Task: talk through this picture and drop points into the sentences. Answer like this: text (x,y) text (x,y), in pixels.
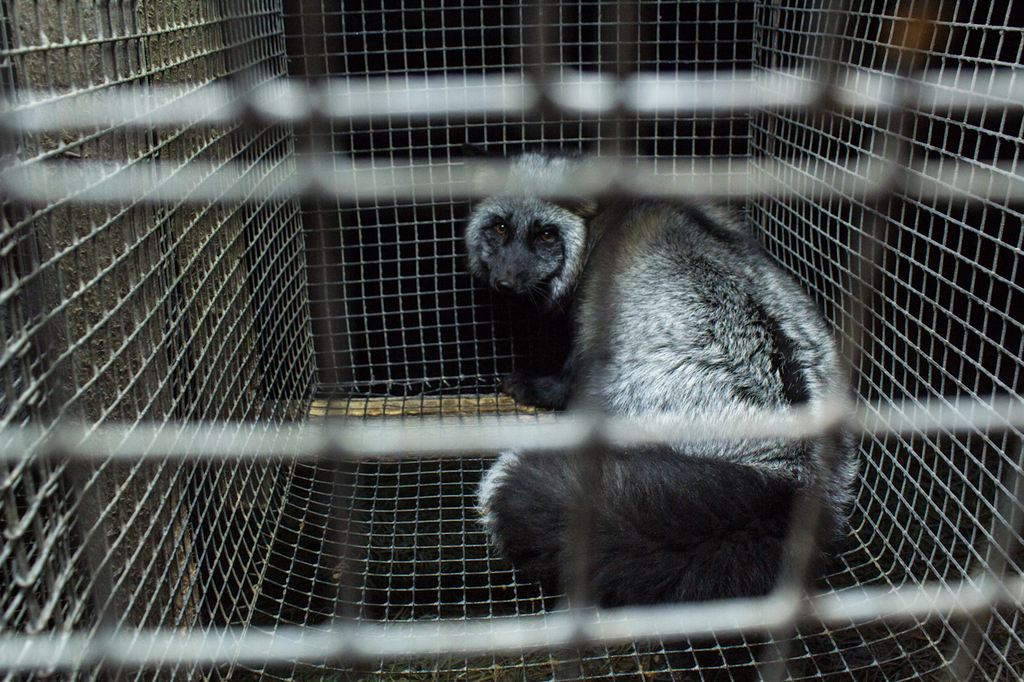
In this picture I can see an animal (615,240) in a cage (343,362).
